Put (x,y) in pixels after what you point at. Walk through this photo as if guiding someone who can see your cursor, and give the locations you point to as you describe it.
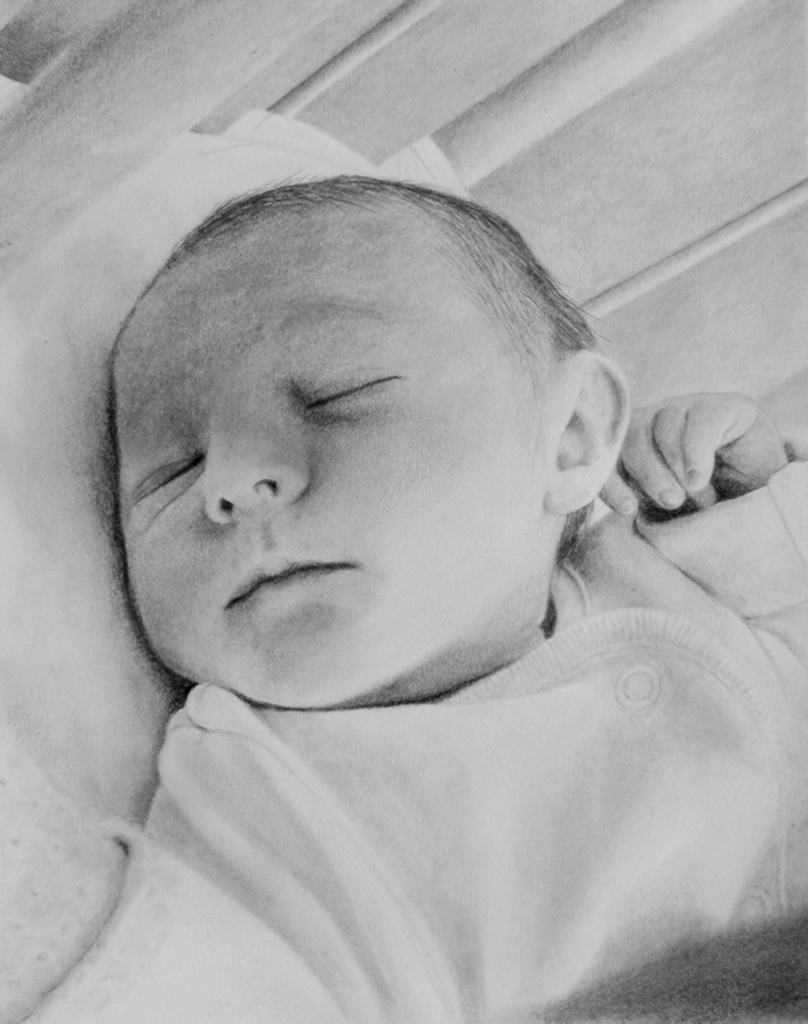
In this picture we can see a baby (465,773) is sleeping, it is a black and white picture.
